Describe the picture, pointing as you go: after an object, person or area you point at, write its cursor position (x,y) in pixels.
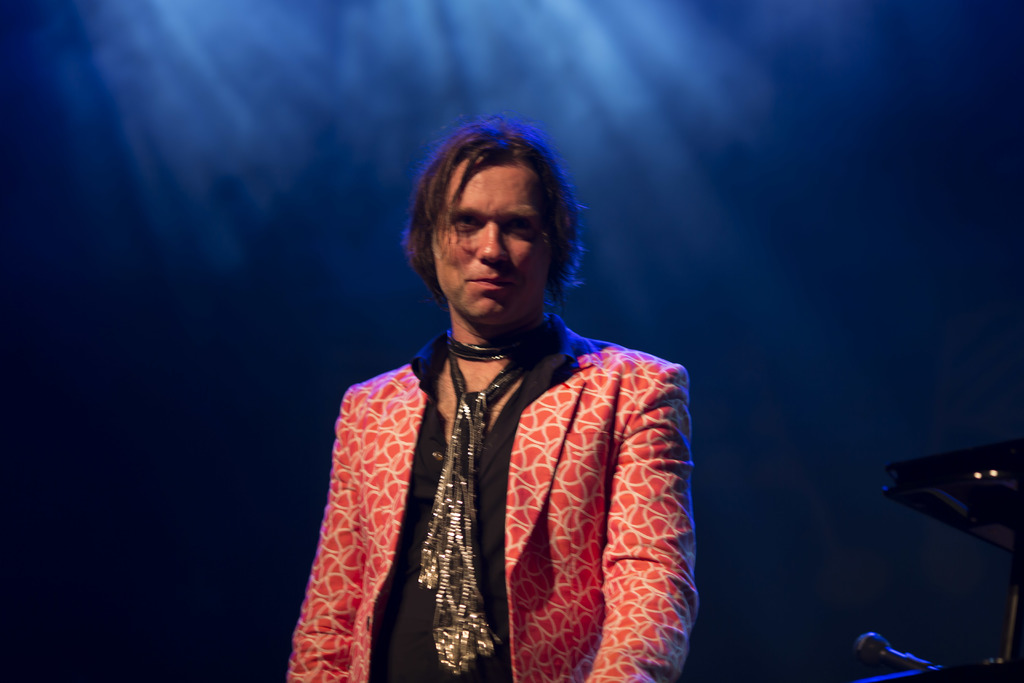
In this image in the center (432,345) there is one person (428,383) standing, and on the right side (945,521) there are some objects (962,505). And in the background (492,42) there is some light (346,146), and there is a black background (799,244).
